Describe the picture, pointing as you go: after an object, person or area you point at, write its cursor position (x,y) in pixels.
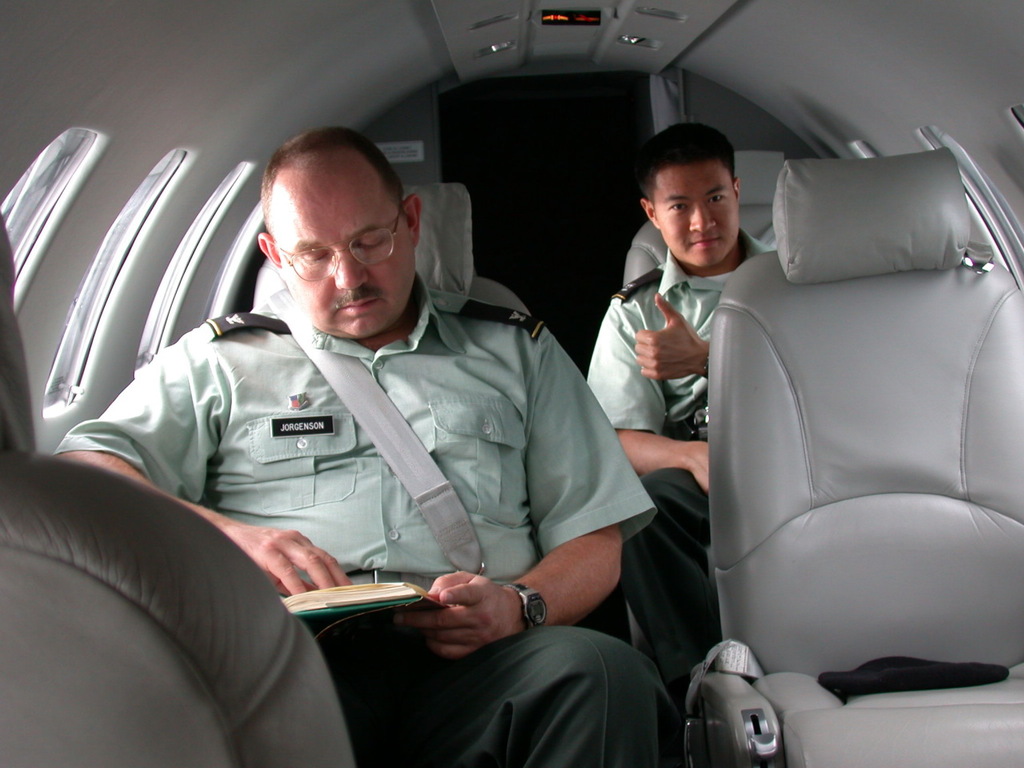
This picture is clicked inside the vehicle (281,627). On the right (833,354) we can see the seat (816,398) of a vehicle (816,434). On the left (308,479) we can see the two persons (274,230) wearing uniforms (445,406) and sitting on the seats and we can see the book (365,605). In the background (218,44) we can see the roof (365,46) of the vehicle (662,49) and the lights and we can see the windows (180,256).
